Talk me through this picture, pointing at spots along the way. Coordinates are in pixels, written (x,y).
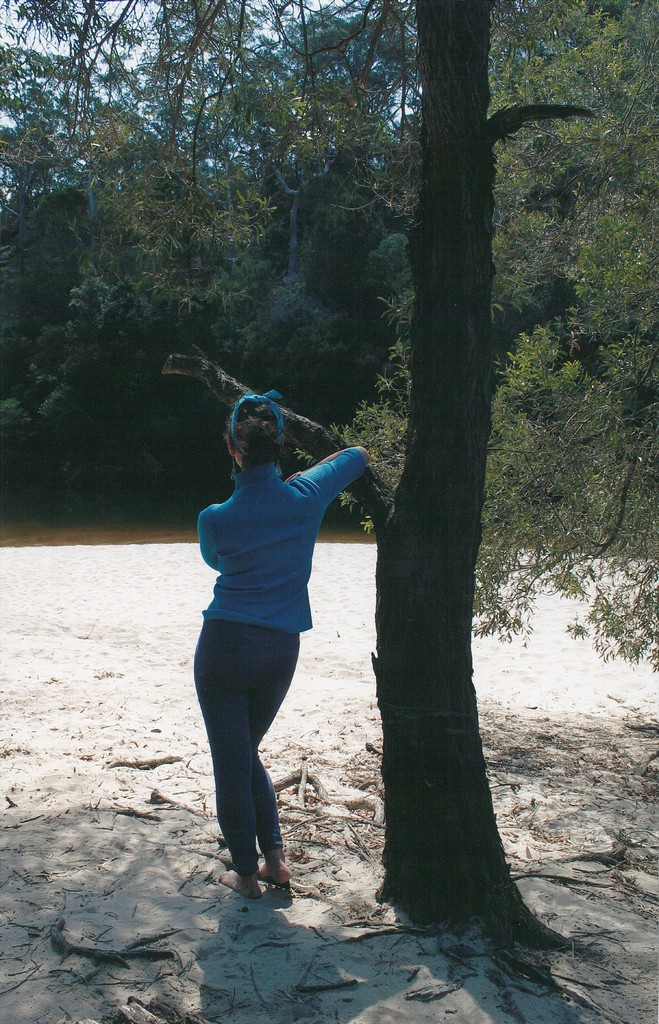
The woman (263,521) in blue T-shirt (237,555) and blue jeans (265,715) is standing beside the tree (431,506). At the bottom of the picture (138,881), we see the sand (138,881) and the twigs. There are trees (30,407) in the background (376,343).
